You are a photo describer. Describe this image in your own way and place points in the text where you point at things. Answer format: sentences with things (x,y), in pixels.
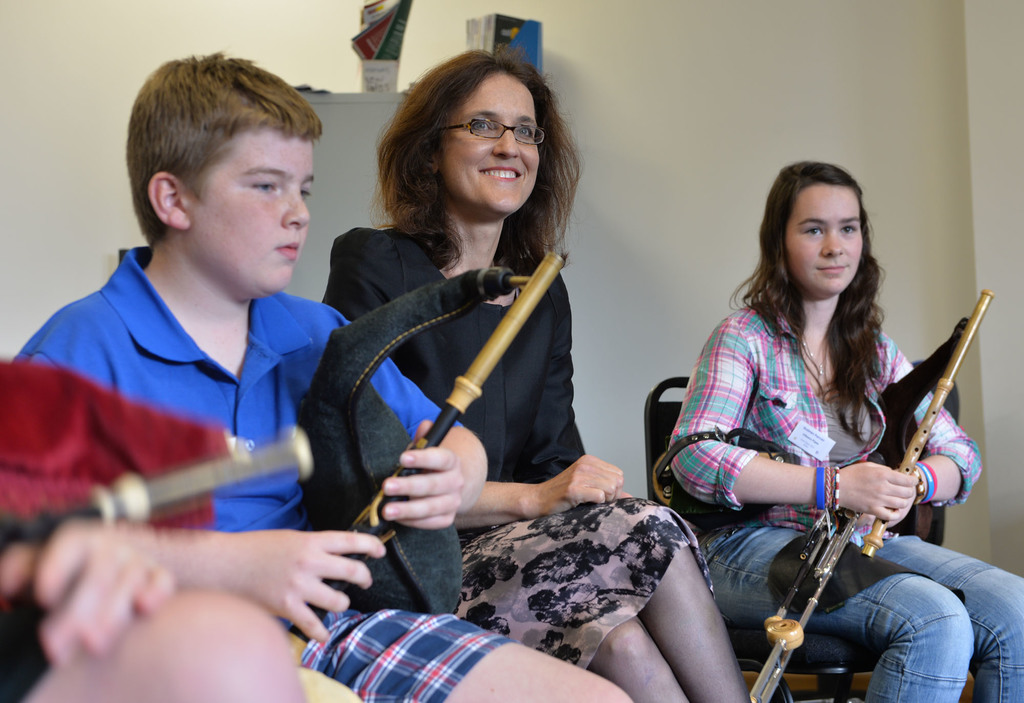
In this image we can see a group of people (474,252) are sitting on the chair (653,417), and holding the bagpipes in the hands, and at back (761,23) here is the wall (734,11), and at back (377,26) there are some objects (364,36) placed on the cabinet (350,153).
